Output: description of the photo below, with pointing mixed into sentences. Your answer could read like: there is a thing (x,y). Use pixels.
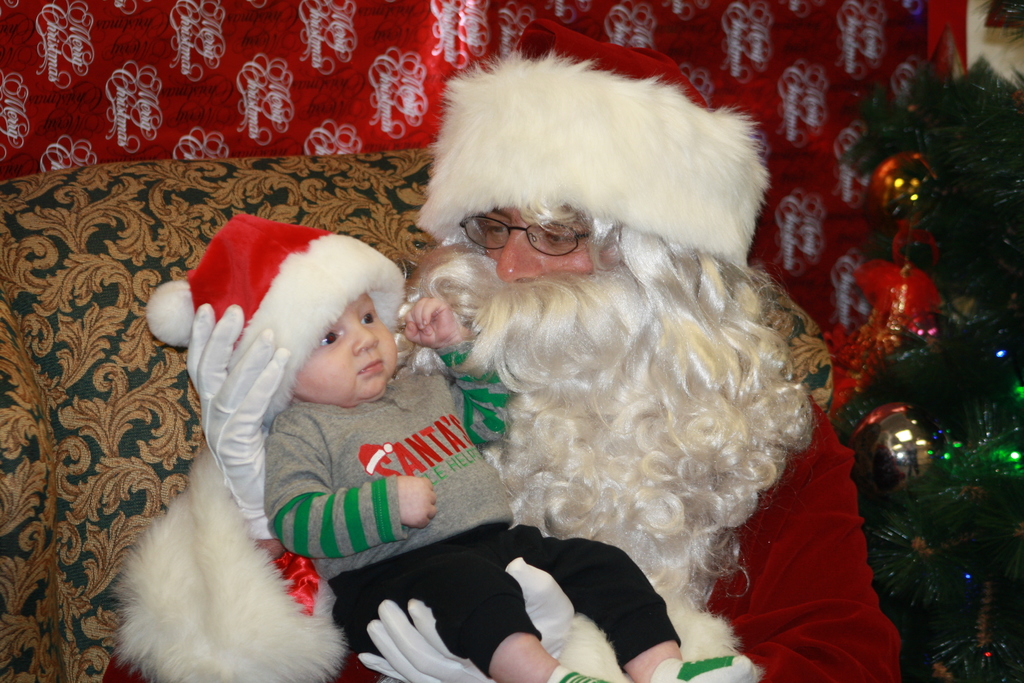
In this image we can see a santa claus (551,433) sitting on the sofa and carrying a baby (376,422), also we can see a christmas tree (924,410) with lights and some other objects (912,422), in the background (801,177) we can see the wall (805,120).
